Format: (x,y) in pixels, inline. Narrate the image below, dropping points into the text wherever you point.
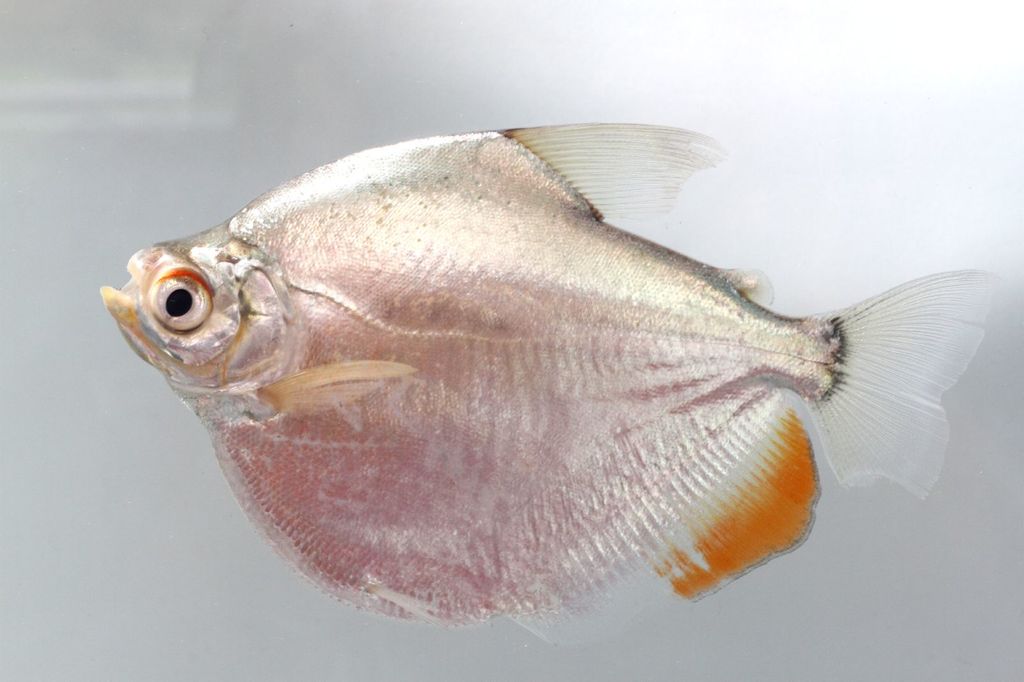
In this image we can see a fish (500,413).
